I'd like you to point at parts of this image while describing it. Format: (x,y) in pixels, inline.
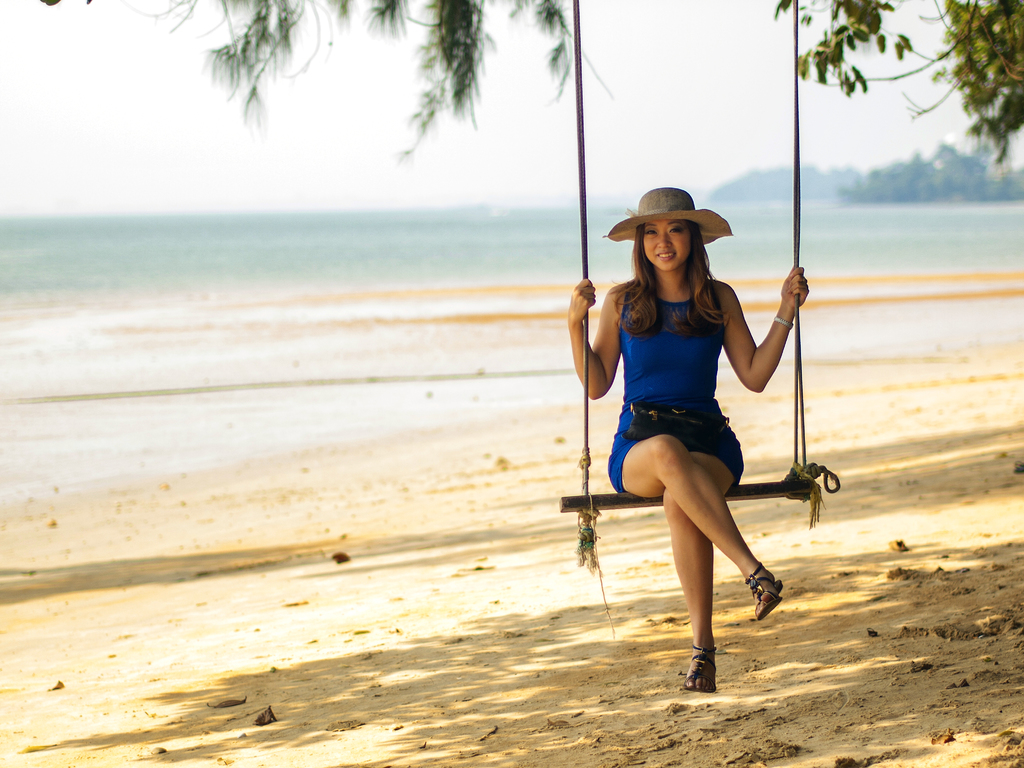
In the center of the image (673,334) we can woman (661,388) sitting with hat (653,203) in the swing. In the background (951,203) there is a sand (329,341), water (328,253), hills (750,172) and sky (661,135).
